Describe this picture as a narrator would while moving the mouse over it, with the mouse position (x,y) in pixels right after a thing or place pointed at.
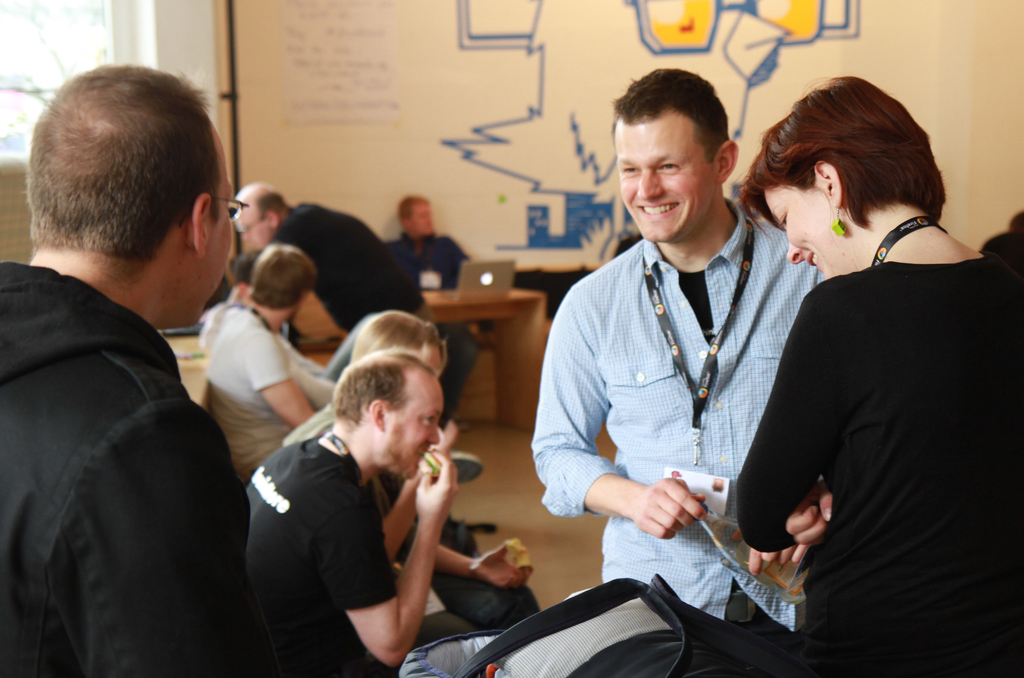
In this picture we can see some people (397,579) sitting and some people (167,647) standing on the floor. In front the man (423,244) there is a laptop (461,279) on the table (495,298). Behind the people (442,281) there is a wall (343,171) with a drawing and a banner (335,75).
